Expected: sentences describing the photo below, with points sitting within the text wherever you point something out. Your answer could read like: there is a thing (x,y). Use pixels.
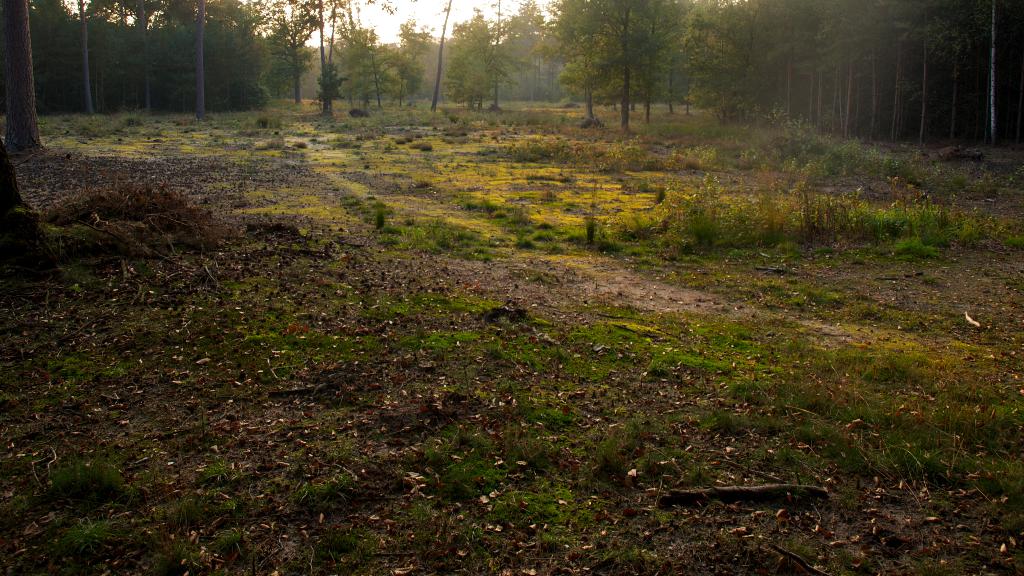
In this image we can see trees (403,73), grass (362,171) and sky (418,19).
